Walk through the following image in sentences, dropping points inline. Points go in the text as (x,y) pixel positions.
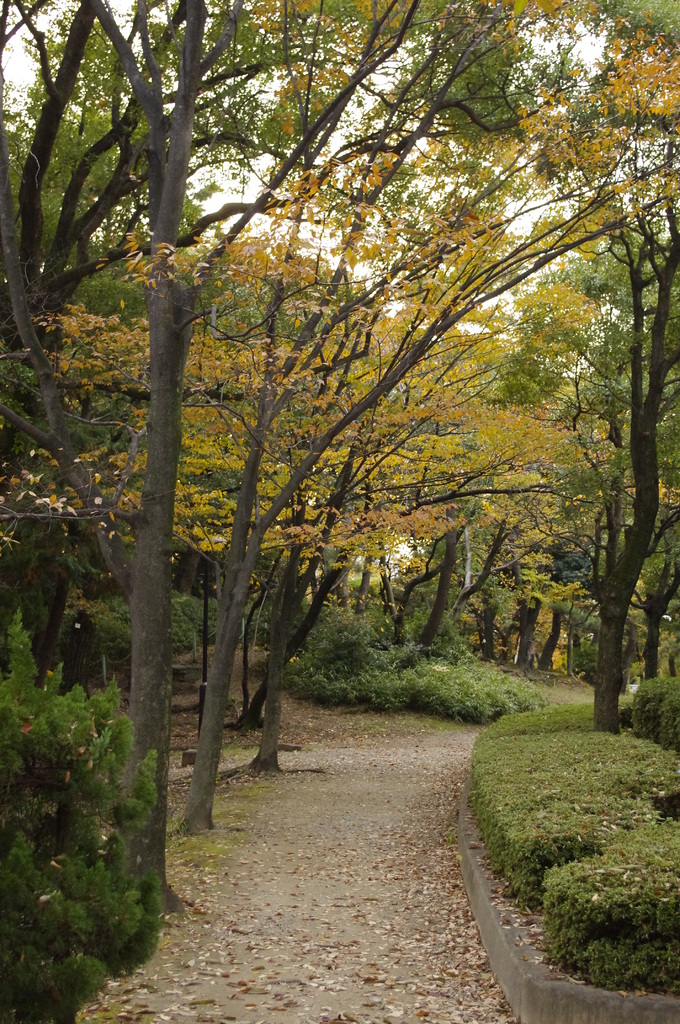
At the bottom of the picture (309,869), we see dry leaves (450,983). On the right side (493,801), we see shrubs (620,820) and trees (618,582). There are trees (233,618) in the background (313,501). This picture might be clicked in the park (485,579).
